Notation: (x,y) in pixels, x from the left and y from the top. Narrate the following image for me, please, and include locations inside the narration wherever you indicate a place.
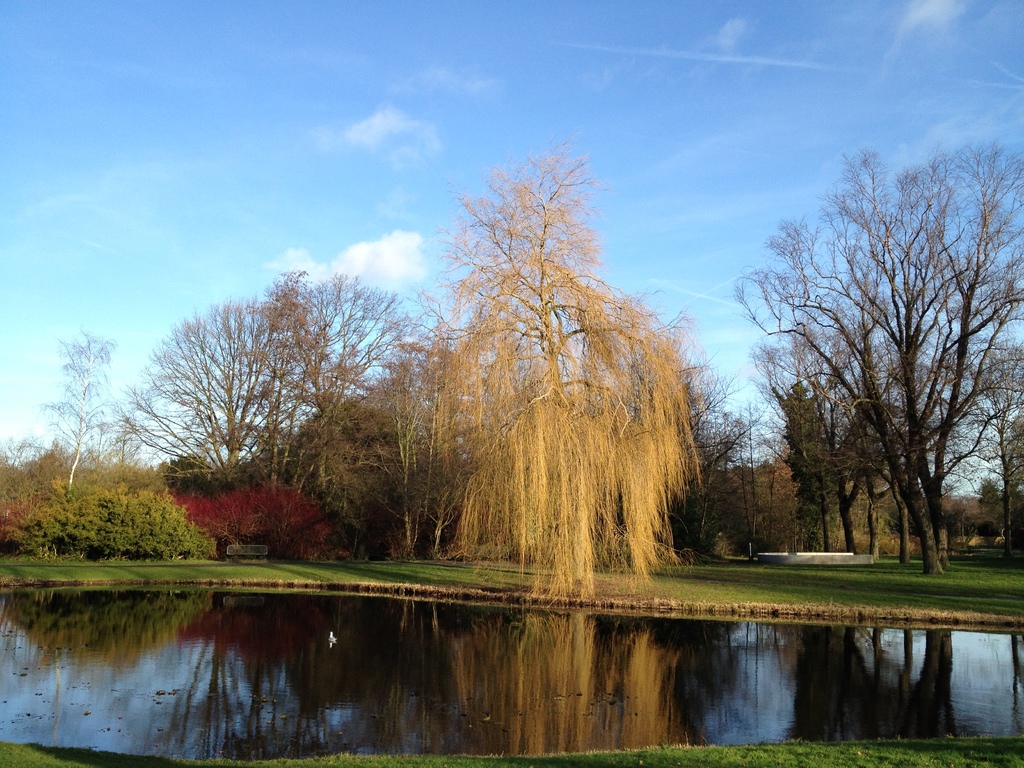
In this image we can see water (561,674), grass (760,584) on the ground (470,578) and trees (410,468) and sky (584,140) in the background (651,160).
